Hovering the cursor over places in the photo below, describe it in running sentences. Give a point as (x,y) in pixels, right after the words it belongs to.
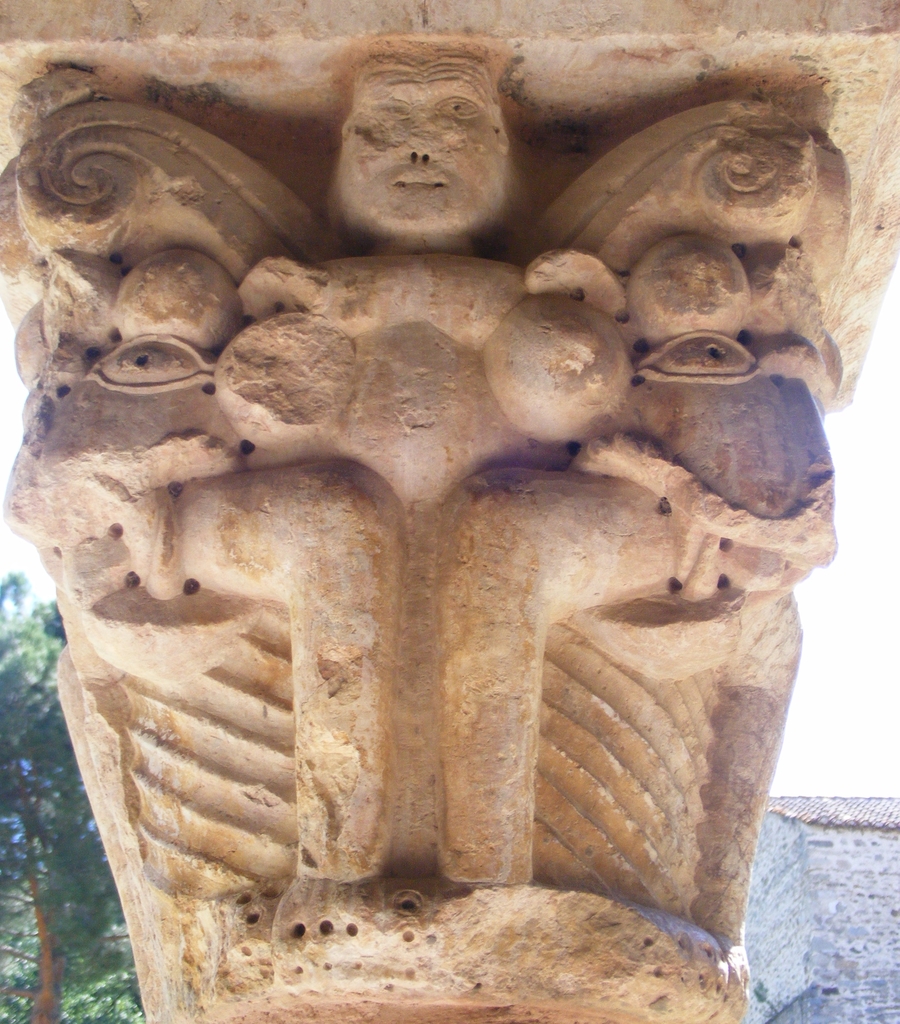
In this picture we can see a sculpture (392,754) and in the background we can see trees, wall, sky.
